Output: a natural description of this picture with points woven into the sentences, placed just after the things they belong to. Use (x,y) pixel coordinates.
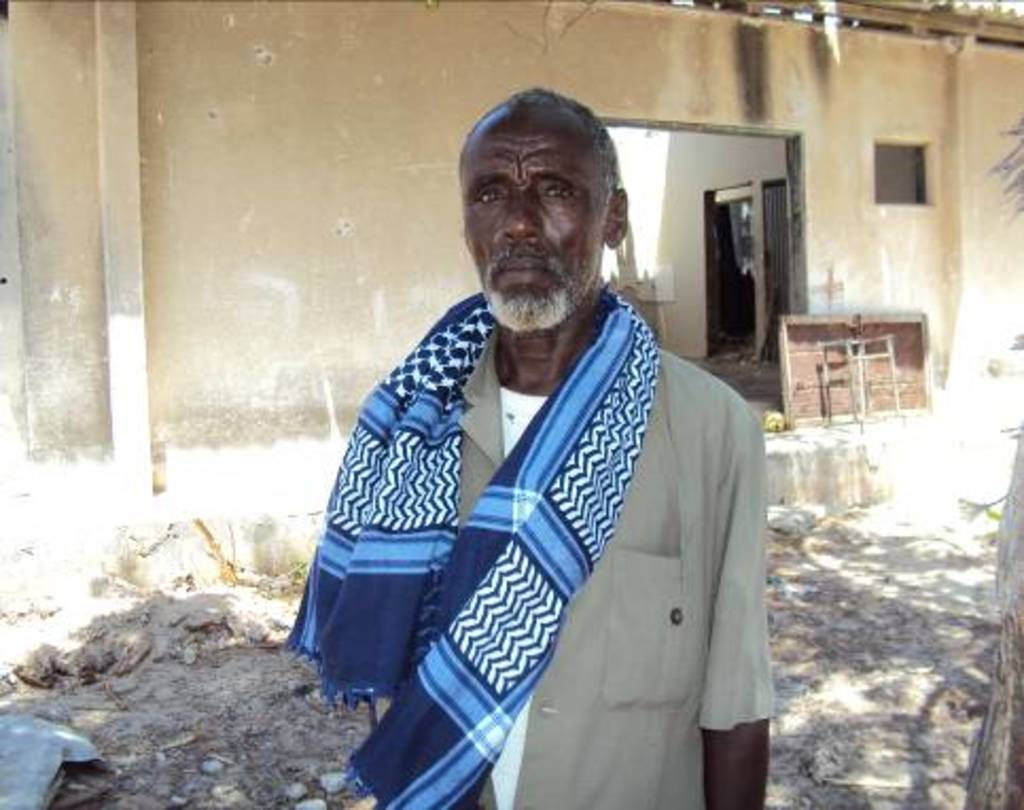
This is the man (582,600) standing. He wore a shirt (651,633) and a towel (417,573). This looks like a demolished building (744,122). I think there is a window (889,185). This looks like a wooden door (885,336). Here is a pillar (135,241).
